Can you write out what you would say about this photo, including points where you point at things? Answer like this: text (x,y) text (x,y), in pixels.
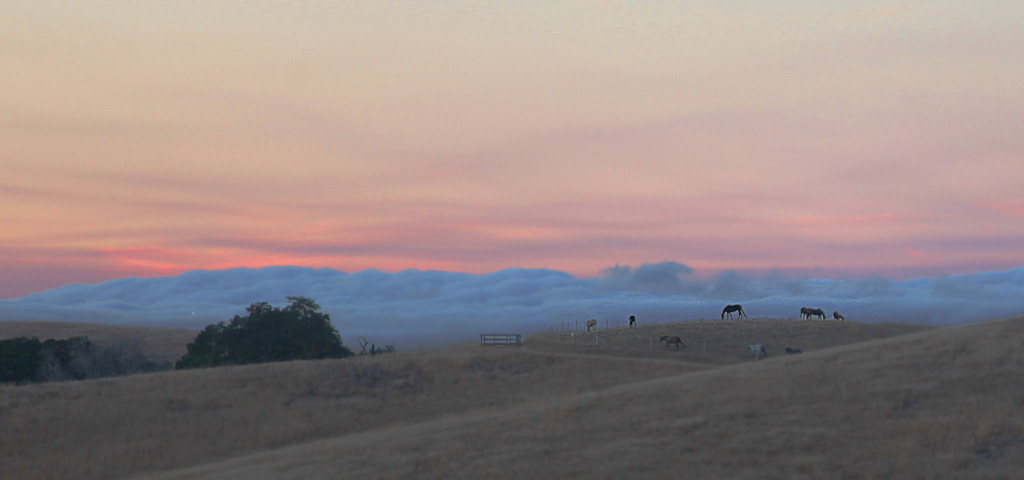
In this picture we can see a few animals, poles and an object (510,339) on the path (283,366). We can see a few trees (216,358) on the left side (99,367). Sky (281,274) is cloudy.
